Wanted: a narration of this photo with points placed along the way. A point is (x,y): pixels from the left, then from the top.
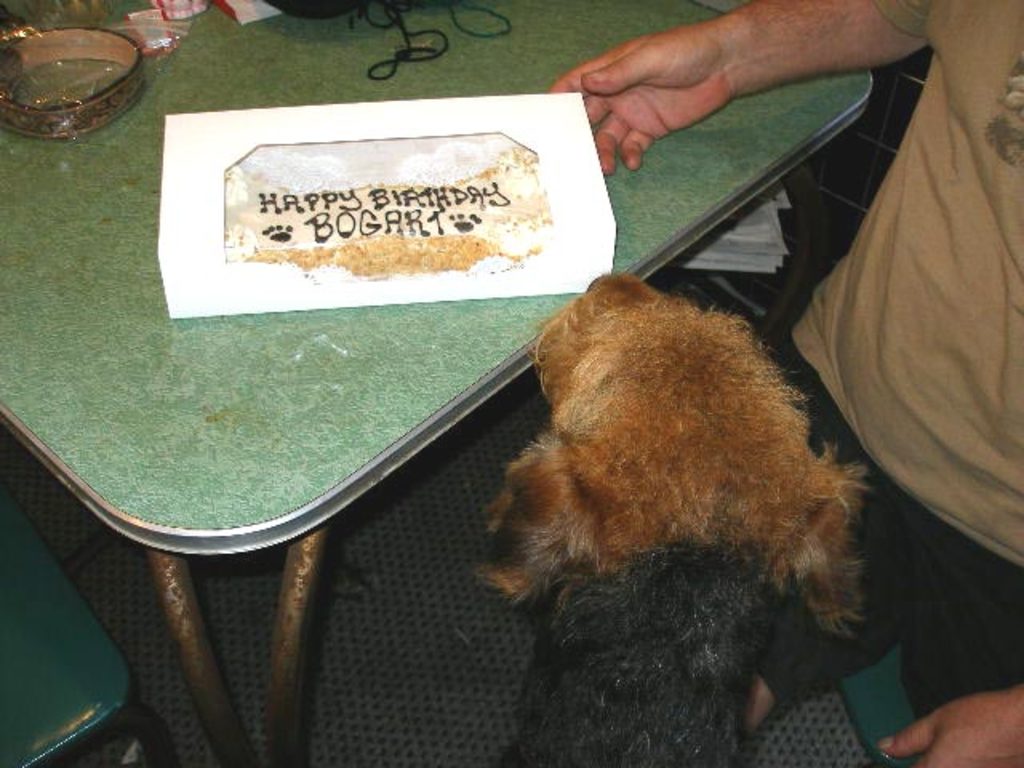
In this image I can see a person (873,46) and a brown and black colour animal (653,466). I can also see green colour table (293,352) and on it I can see white colour thing (209,229). I can also see few other stuffs (127,77) over here and on this I can see something is written.
